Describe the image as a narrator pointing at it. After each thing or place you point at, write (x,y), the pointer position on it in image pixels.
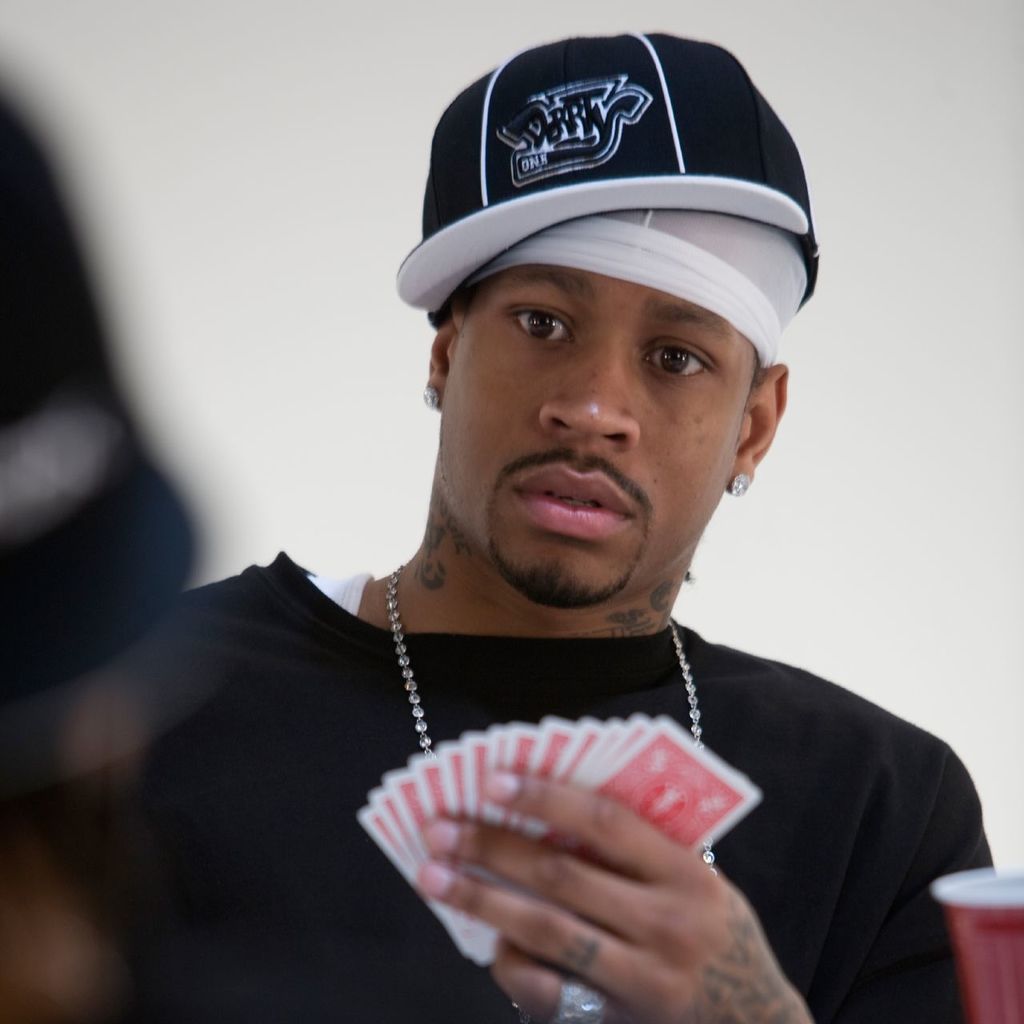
In this image we can see a person (582,715) wearing black color T-shirt (277,912) and cap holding cards (612,784) in his hands (563,921) and in the background of the image (355,157) there is a wall (386,80).
